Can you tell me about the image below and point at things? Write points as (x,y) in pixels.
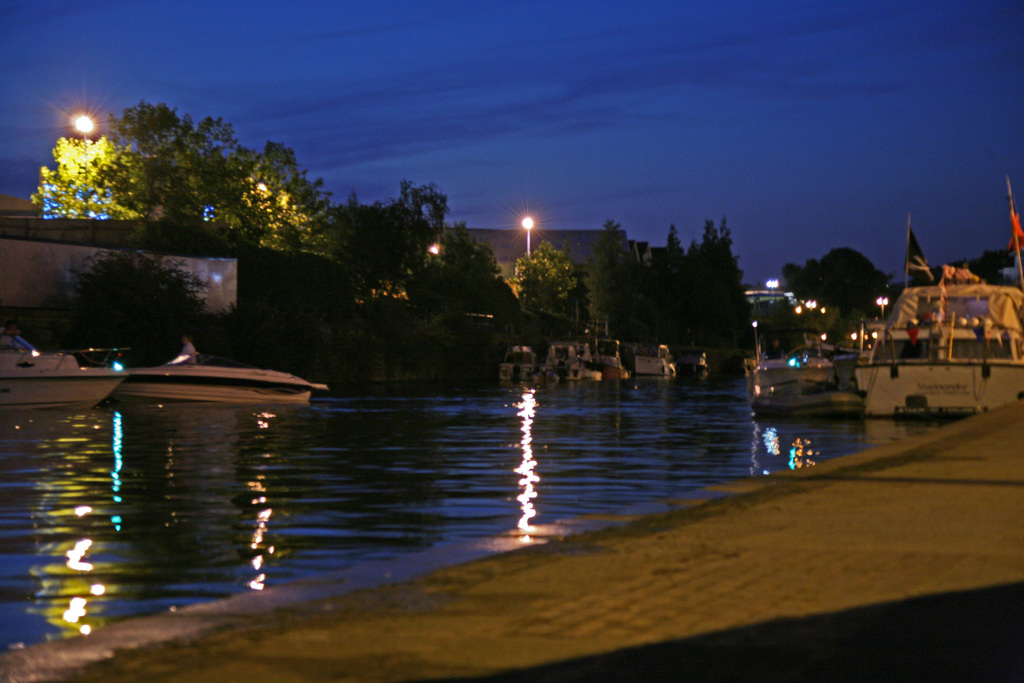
In this image we can see few boats (834,366) on the water (279,405), there are few trees (624,343), lights (526,226), flags (916,248) and the sky (427,110) in the background (415,97).
